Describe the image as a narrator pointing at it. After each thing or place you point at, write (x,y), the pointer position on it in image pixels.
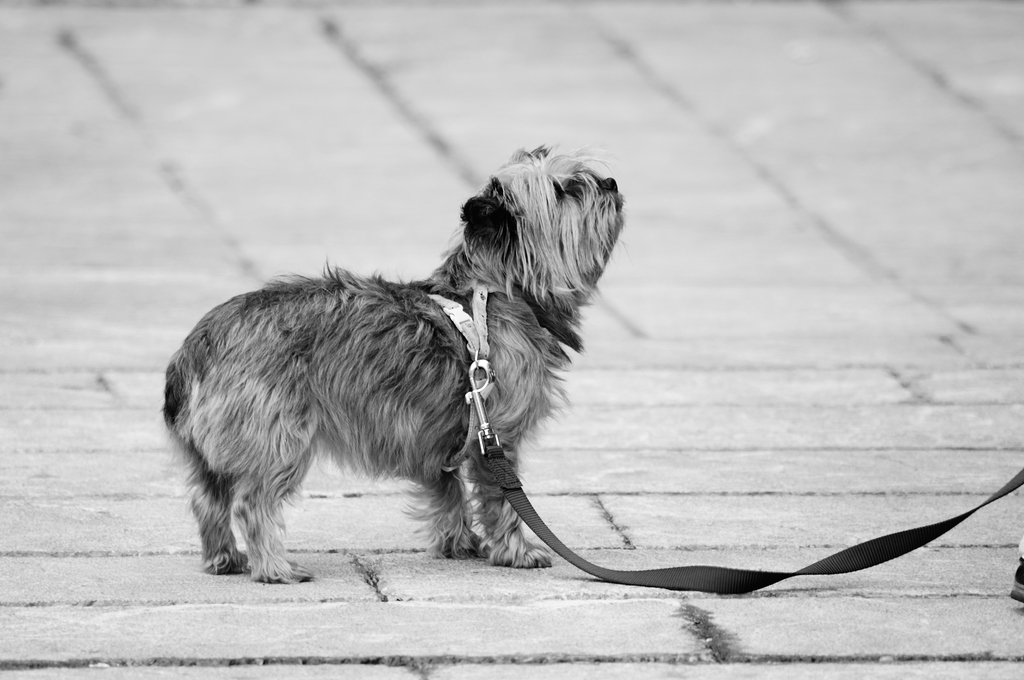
This is a black and white image as we can see there is one dog (393,448) standing on the floor (491,580).
